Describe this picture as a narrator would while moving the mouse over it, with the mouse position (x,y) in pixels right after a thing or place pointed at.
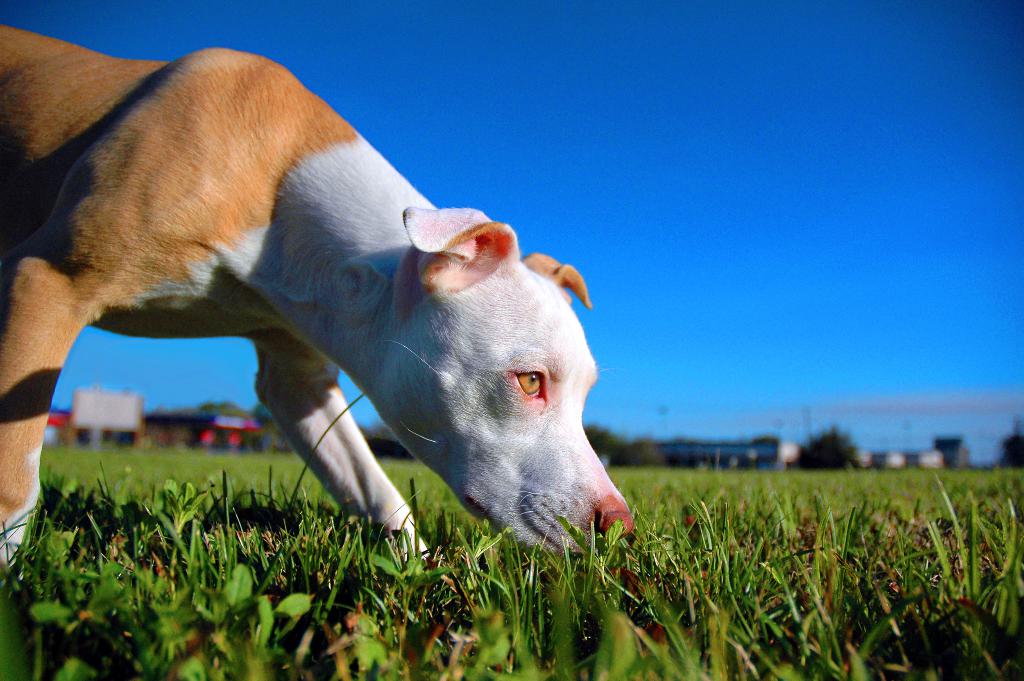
In the picture we can see a grass surface (447,622) on it, we can see a dog (44,102) standing and sniffing and the dog (22,434) is white in color and some part cream in color and in the background (776,403), we can see some houses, trees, poles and sky (670,356) which is blue in color.
